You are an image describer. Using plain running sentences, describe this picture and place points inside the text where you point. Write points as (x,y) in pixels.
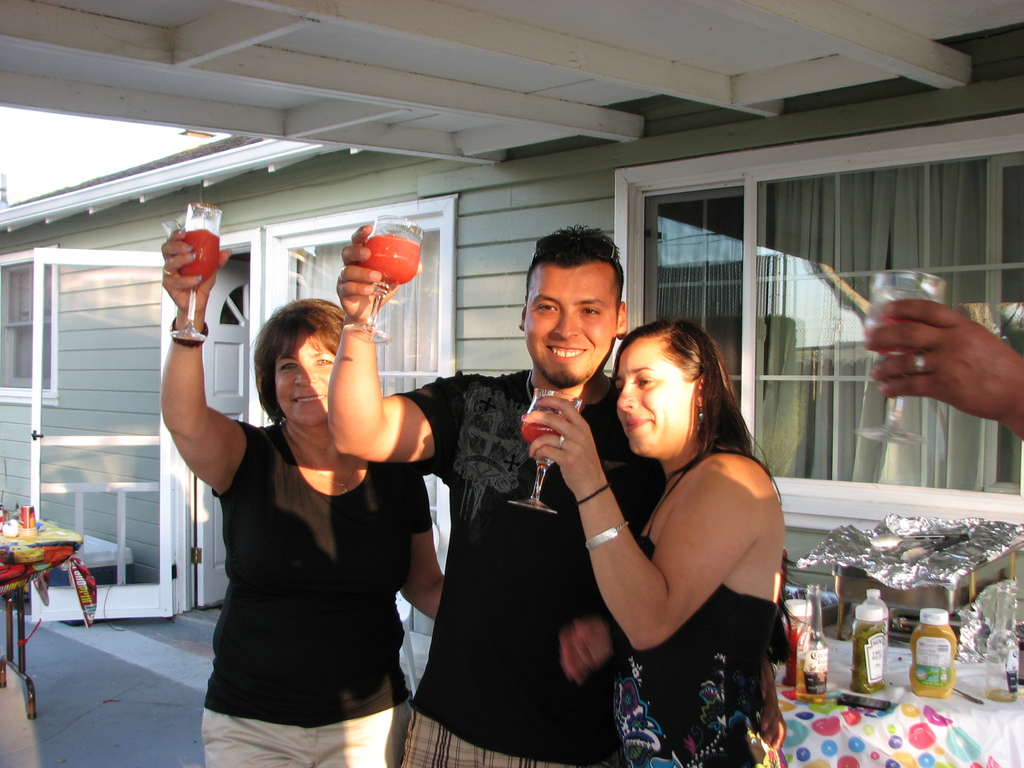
In this image in front (658,463) there are three people (389,430) holding the glasses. Beside them there is another person (1013,376) holding the glass (894,419). Behind them there is a table (915,729). On top of it there are bottles (919,656) and a few other objects (970,525). On the left side of the image (8,560) there is a table (9,538). On top of it there are few objects (4,520). In the background of the image (770,258) there are glass windows (737,323). There are curtains (954,241). There is a door (239,313).
